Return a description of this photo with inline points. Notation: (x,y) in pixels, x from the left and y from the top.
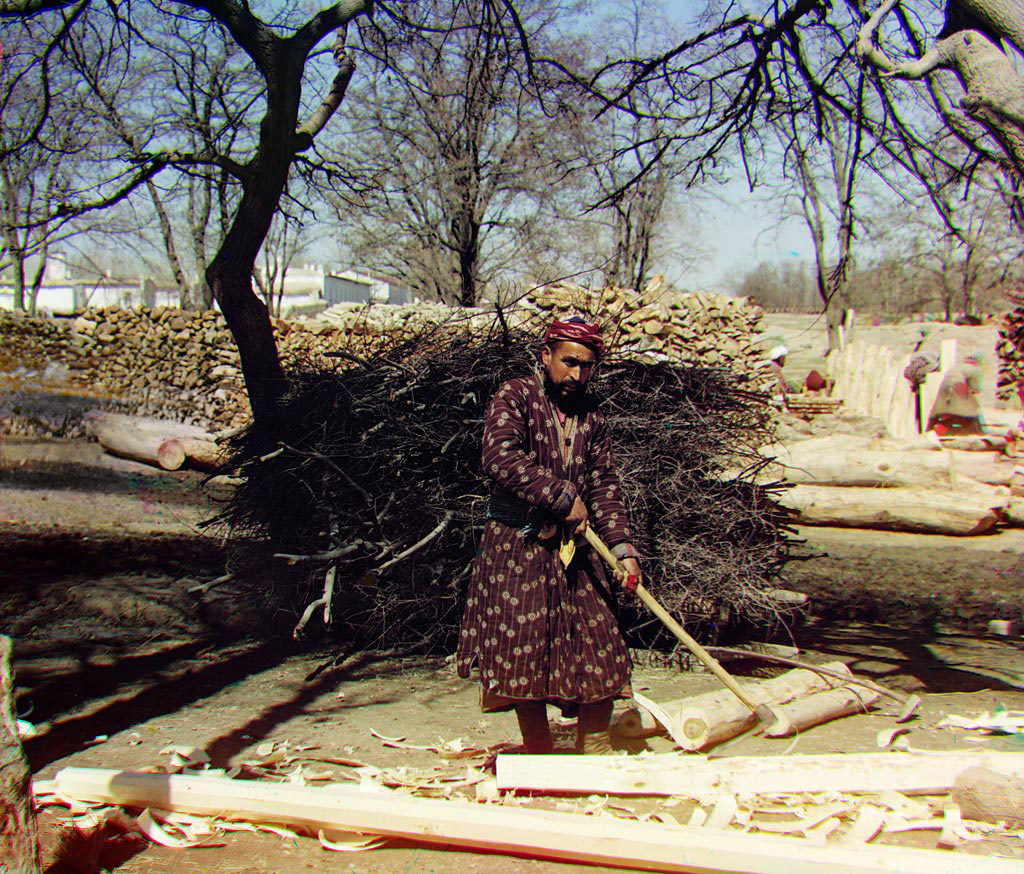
In this picture I can see a man (543,406) in front (498,469) who is standing and holding a thing (661,612) in his hands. In the middle of this picture (348,345) I see number of trees (926,170) and I see few log of wood (315,361) and I see another person (773,353). In the background (171,19) I see the sky (128,259) and I see the buildings (123,286) on the left side of this image (119,301).
